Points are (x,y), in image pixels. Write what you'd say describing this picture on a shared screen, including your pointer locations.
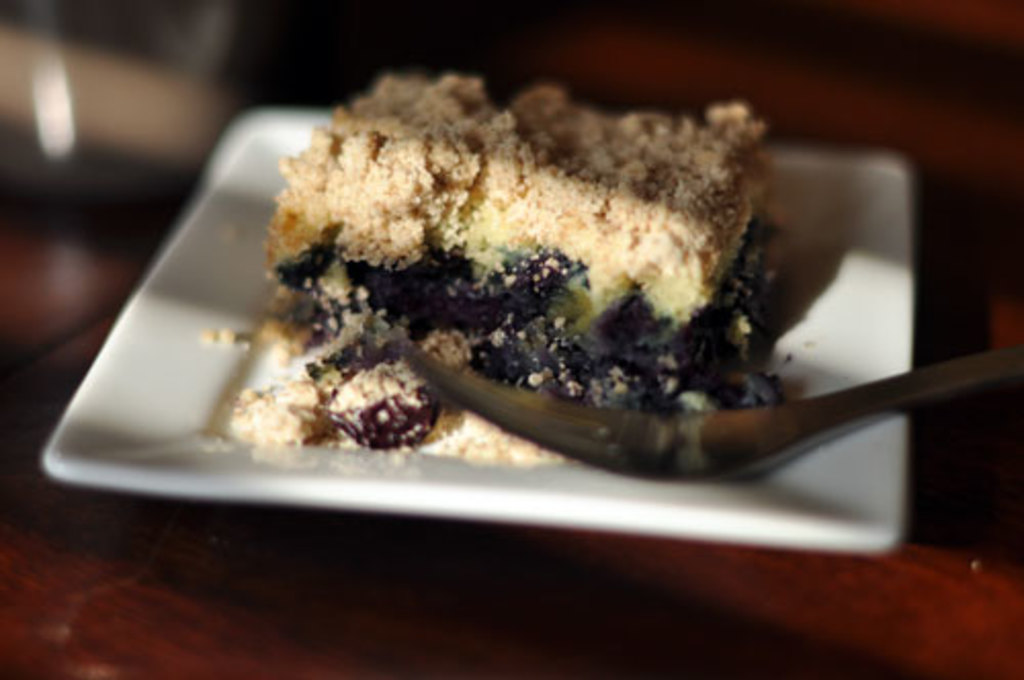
In this image there is a plate (345,454) on the wooden surface (212,586). On the plate (122,331) there is food (449,294). Beside the food (590,371) there is a fork (630,442) on the plate (169,281). At the top (291,29) it is blurry.
